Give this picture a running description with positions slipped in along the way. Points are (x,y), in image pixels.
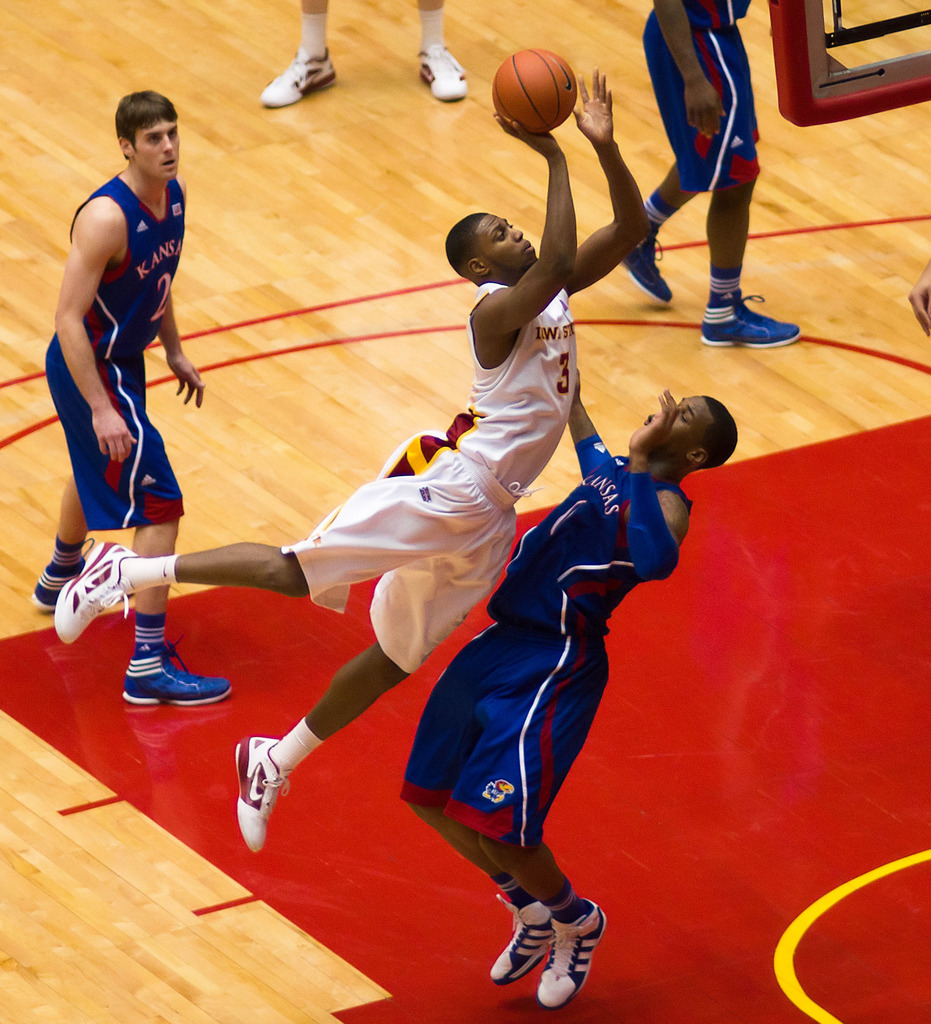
In this picture I can see there are few people (358,490) wearing jersey (451,426) and playing basketball in the playground (400,983).
